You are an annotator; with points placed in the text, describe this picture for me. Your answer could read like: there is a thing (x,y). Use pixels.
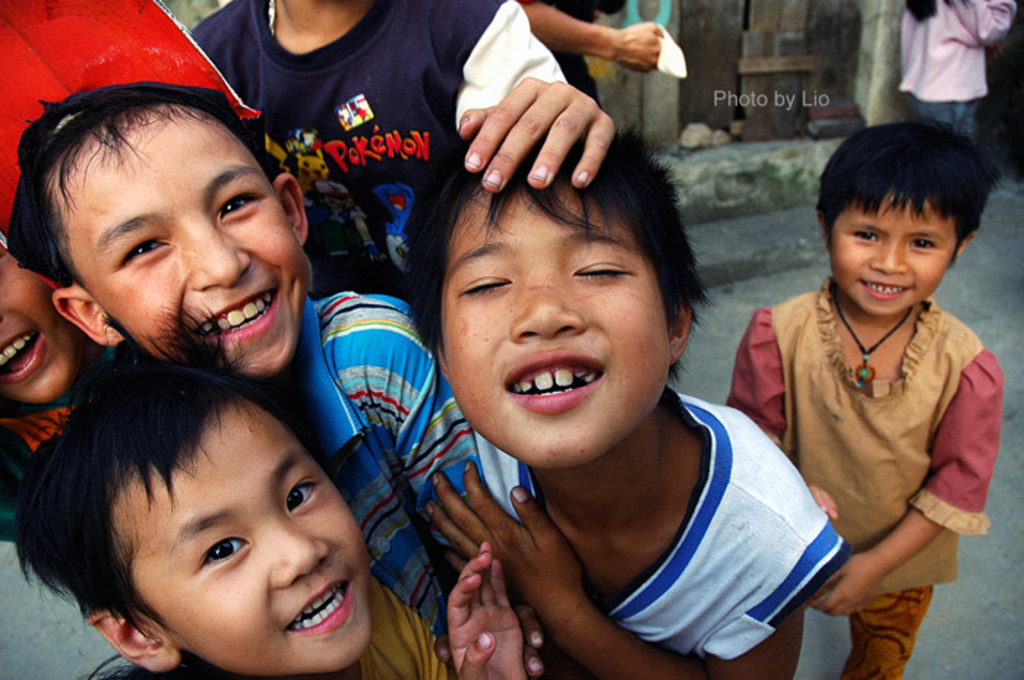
In this image we can see kids (312,416) standing and smiling. In the background (776,156) there is a road (745,267) and a wall (818,64).
